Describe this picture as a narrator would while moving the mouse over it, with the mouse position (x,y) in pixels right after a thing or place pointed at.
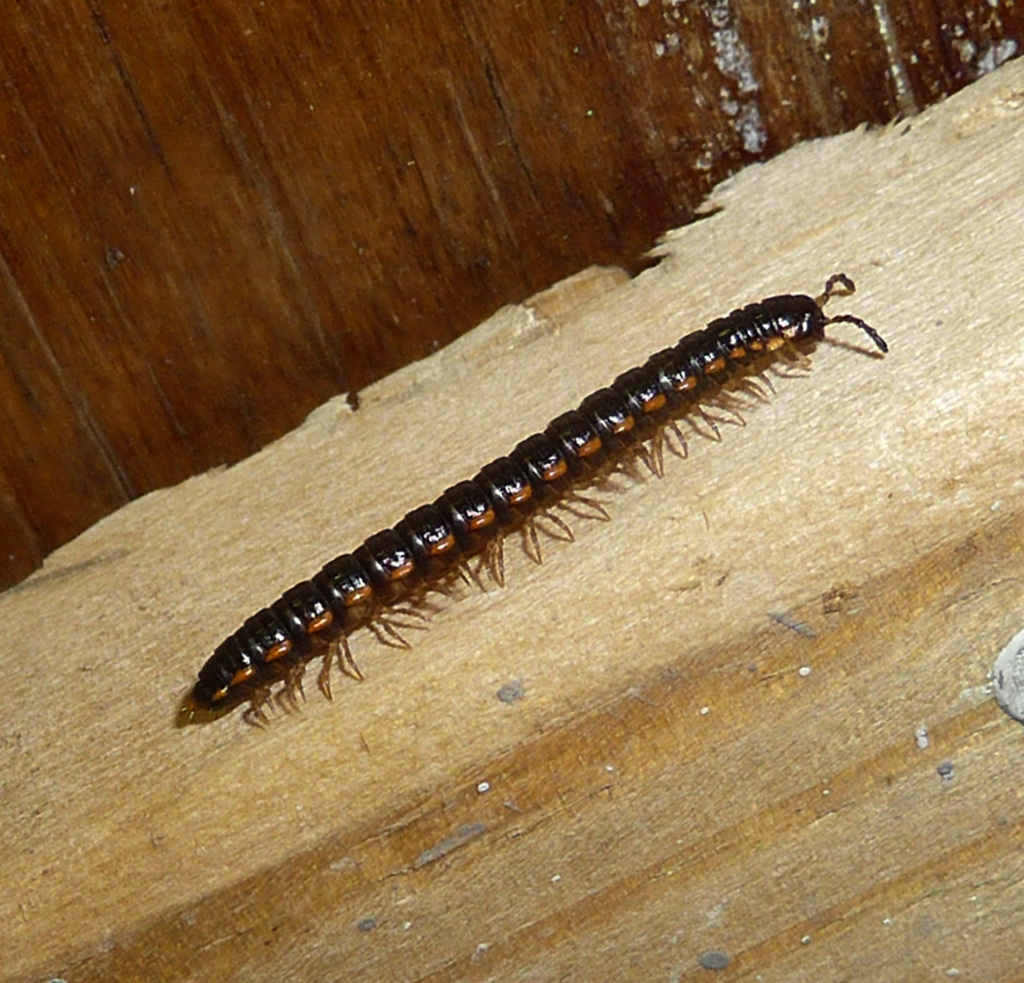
In the center of the image (661,620) there is a wood (710,713). On the wood (923,619), we can see one insect (537,508), which is in black color. In the background (557,237) there is a wooden wall (364,139).
